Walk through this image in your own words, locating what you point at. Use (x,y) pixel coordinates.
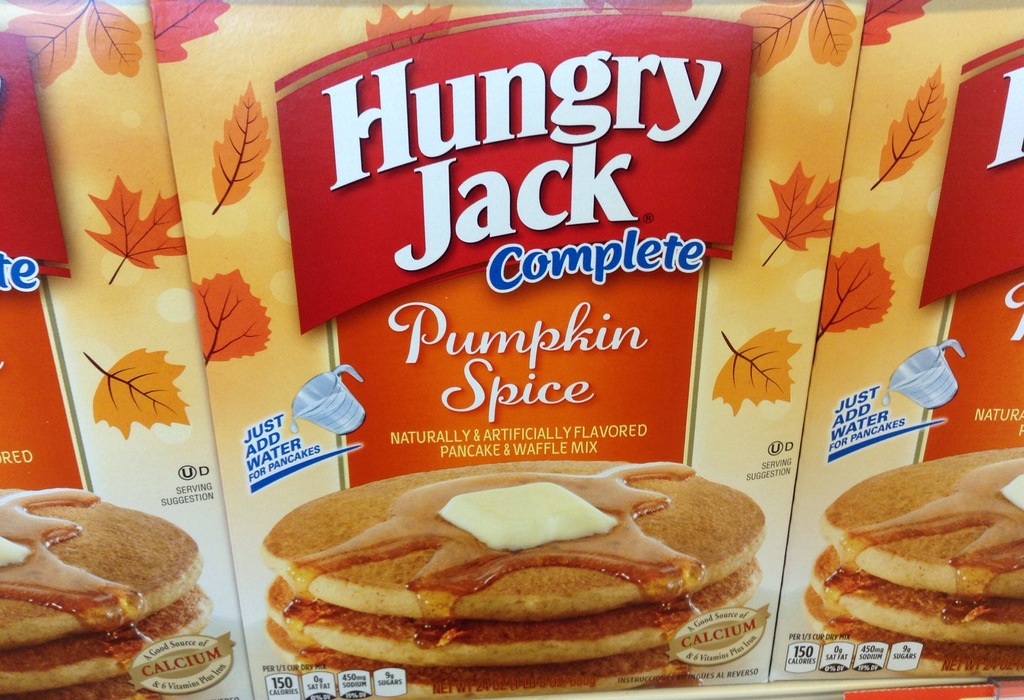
In the picture we can see a food packets (682,633) on it we can see a name hungry jacks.
